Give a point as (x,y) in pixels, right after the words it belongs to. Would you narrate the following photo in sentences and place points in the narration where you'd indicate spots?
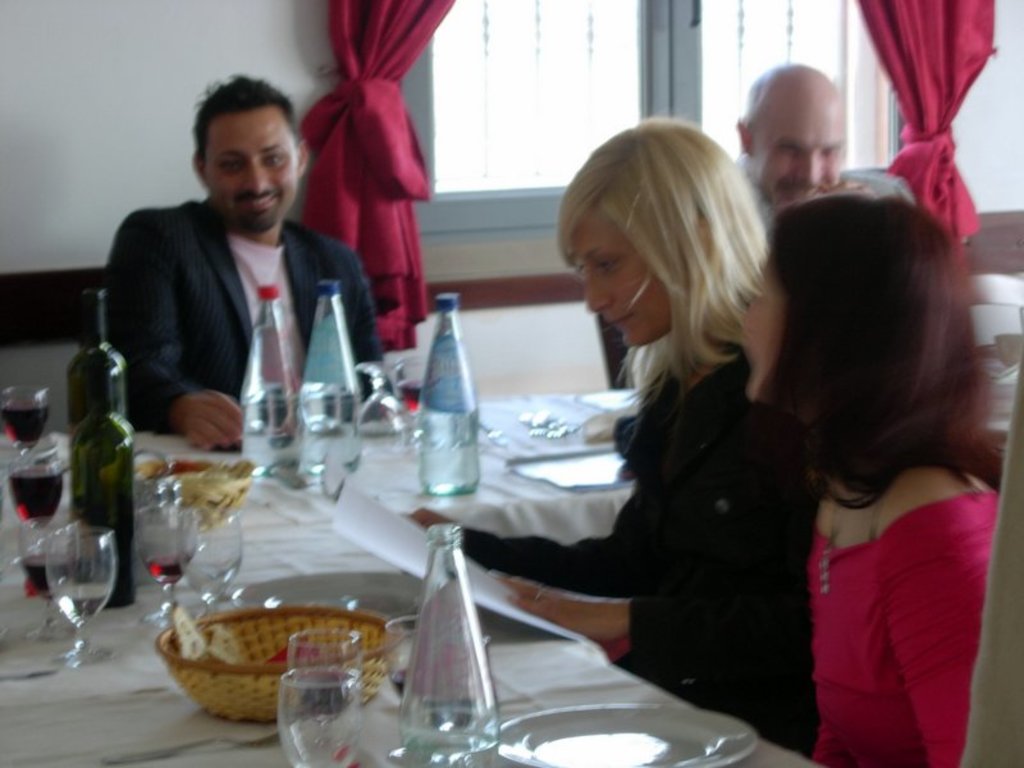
On the right (820,574) 2 women (891,542) are sitting on the chairs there are wine bottles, water bottles (250,459) on the table (171,451) in the left (168,396) a man (110,312) is sitting he wear a black color coat (247,354) behind him there is a glass window (488,154) and curtains (936,16).
